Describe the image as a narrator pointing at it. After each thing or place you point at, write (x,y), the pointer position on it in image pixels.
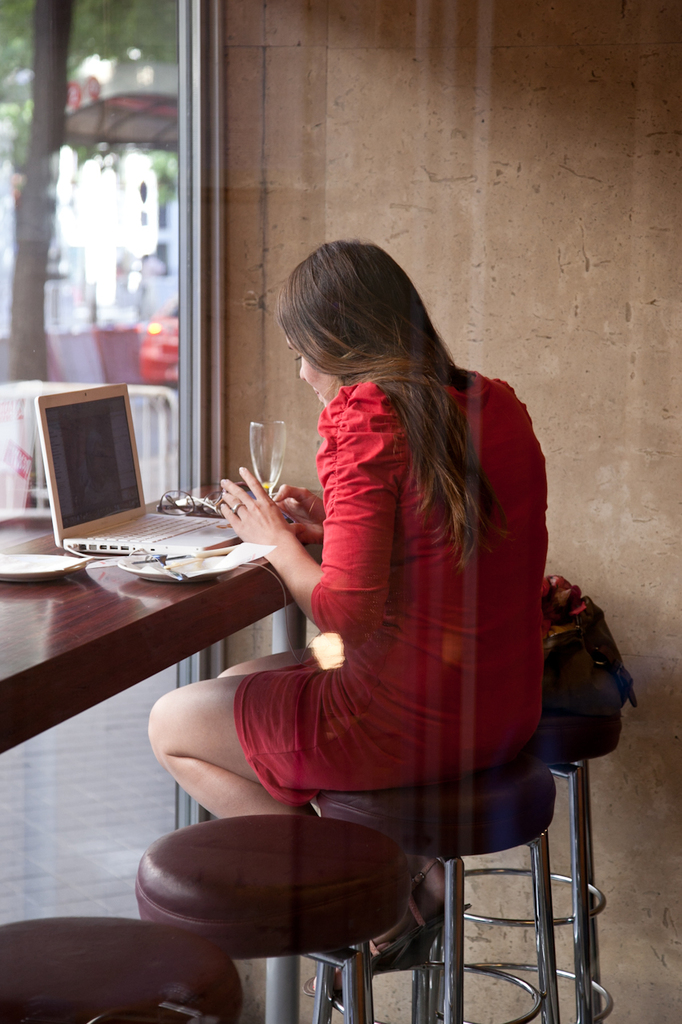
A lady (347,542) wearing a red dress (356,629) is sitting on a stool (441,830). In front of her there is a table (88,642). On the table (65,670) there is a laptop (87,510), plates (77,568), glass (260,461) and a specs (174,497). In the background (393,251) there is a wall (545,145). On the stool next to her there is a bag (570,643). Also in the background (145,36) there is a tree (34,246). And there are other two stools (185,919).
